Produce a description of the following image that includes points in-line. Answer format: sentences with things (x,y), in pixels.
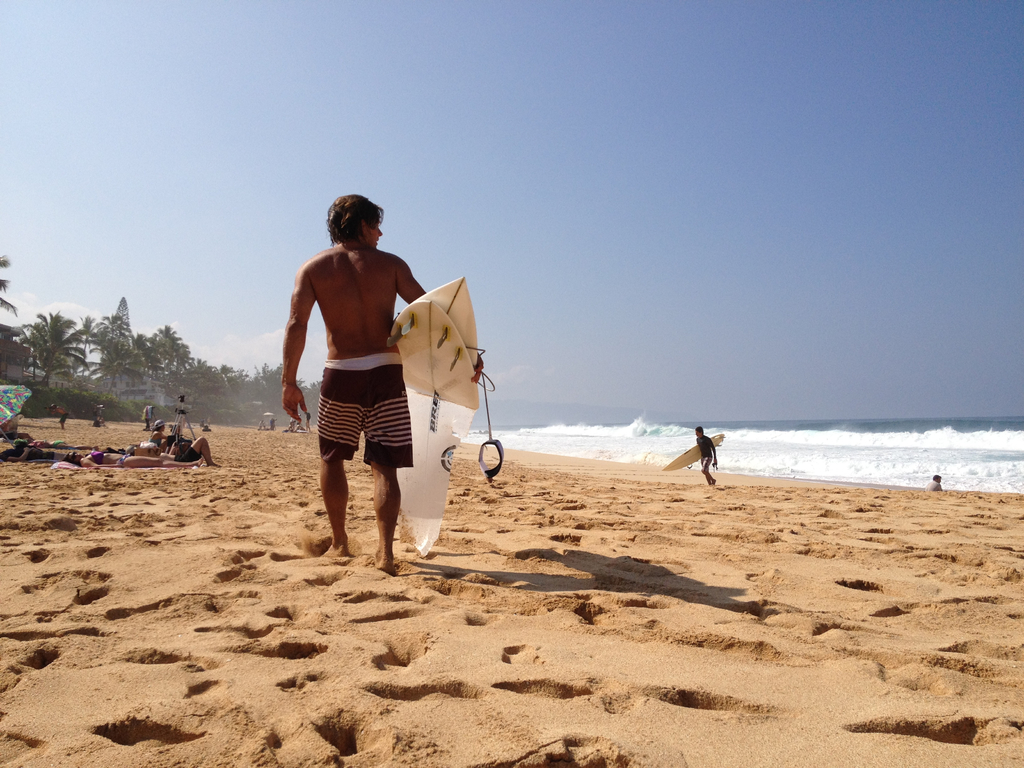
In this image, there is a man (383,462) standing and he is holding a object (431,360) which is in white color, in the background (865,475) there are some people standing and there is water (917,480) in blue color, in the left side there are some green color trees (150,358) and there is a sky (196,356) which is in blue color.
